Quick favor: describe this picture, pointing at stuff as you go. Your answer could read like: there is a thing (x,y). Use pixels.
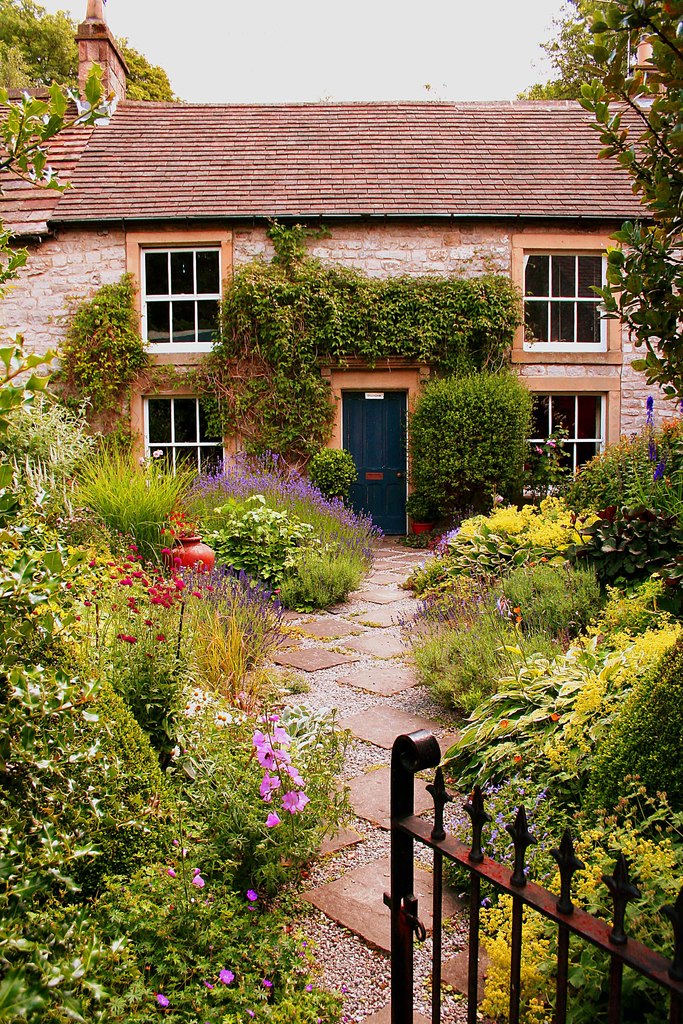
On the left side (183,758), there are plants (152,456). Some of them are having flowers (271,756). On the right side (512,1015), there is a fence (682,996), a road (391,690), there are plants (527,719) and a tree (655,252). In the background (126,125), there is a building (149,198) which is having windows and a roof (577,163), there are trees (1,10) and there are clouds (400,1) in the sky (522,36).
